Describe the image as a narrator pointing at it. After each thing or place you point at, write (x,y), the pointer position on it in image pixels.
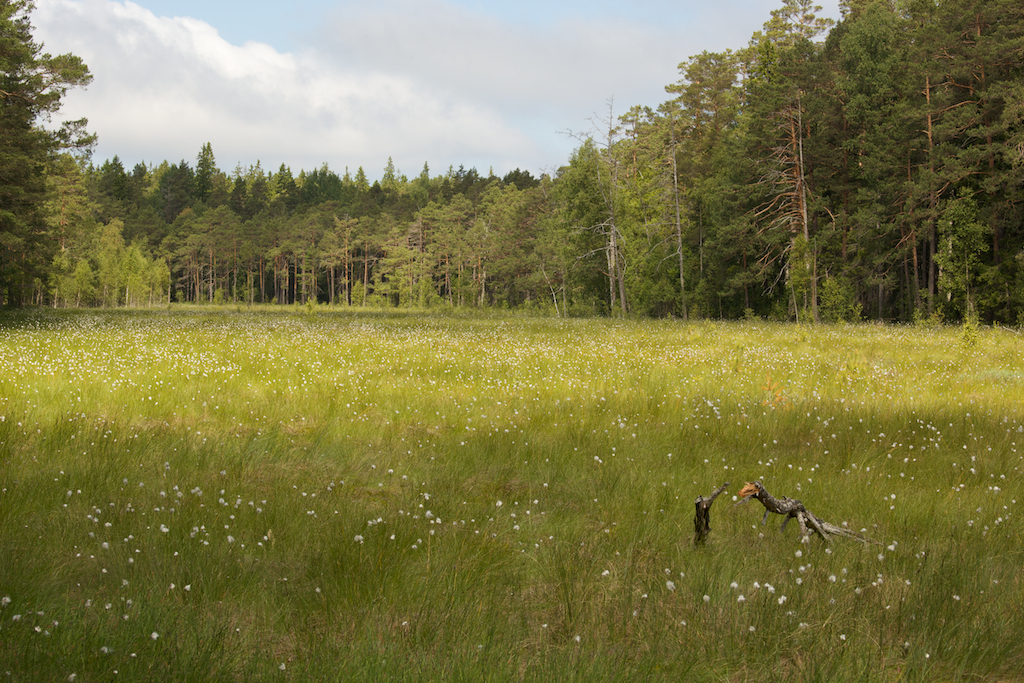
Front of the image we can see plants (120,599) and it seems like dead wood (769,510). Background (179,216) there are trees (235,209) and cloudy sky (288,122).
